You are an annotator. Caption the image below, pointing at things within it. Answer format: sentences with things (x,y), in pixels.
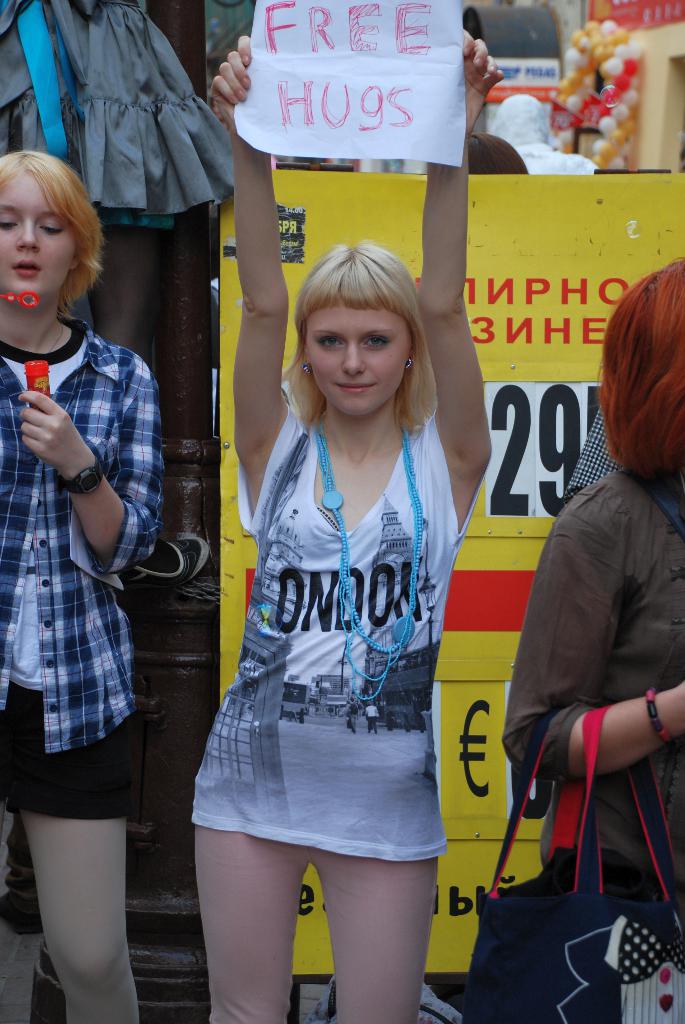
This is the woman (348,674) standing and smiling. She is holding a paper (344,22) in her hands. There are few people (64,511) standing. This looks like a board (522,368) with the letters (515,427) on it. In the background (569,60), I can see the balloons (623,50). This looks like a pole (184,313).
